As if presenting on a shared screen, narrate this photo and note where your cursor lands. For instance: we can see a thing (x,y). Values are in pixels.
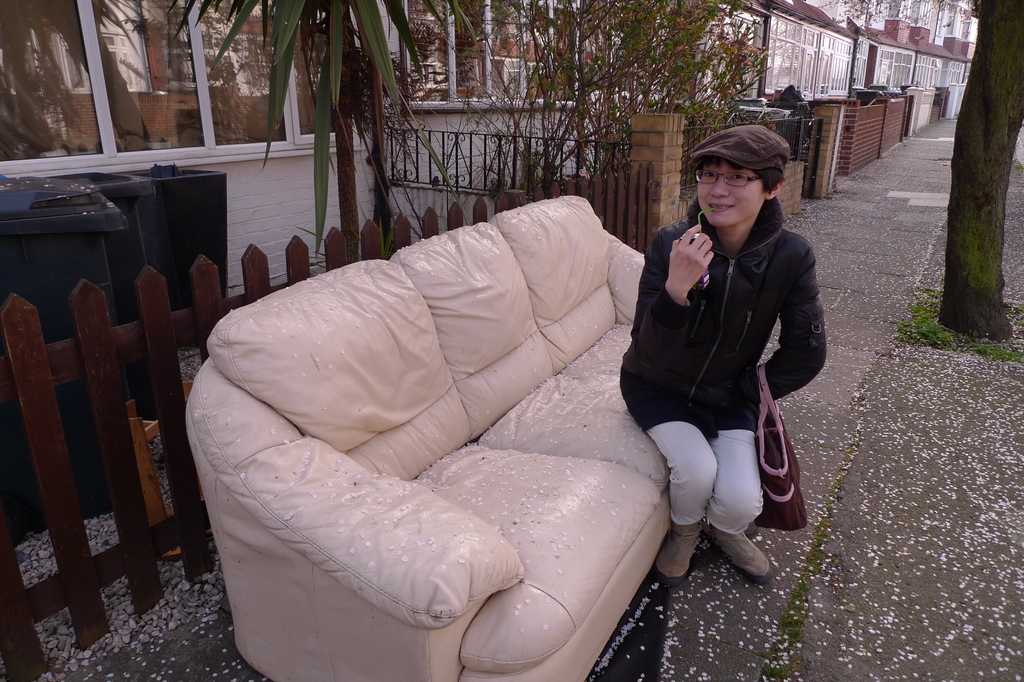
In this image I can see a woman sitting on the sofa (476,555). On the right side (985,260) I can see a tree (964,301). I can see few plants (620,102). There are few buildings (91,120). I can see a fencing (146,576).
